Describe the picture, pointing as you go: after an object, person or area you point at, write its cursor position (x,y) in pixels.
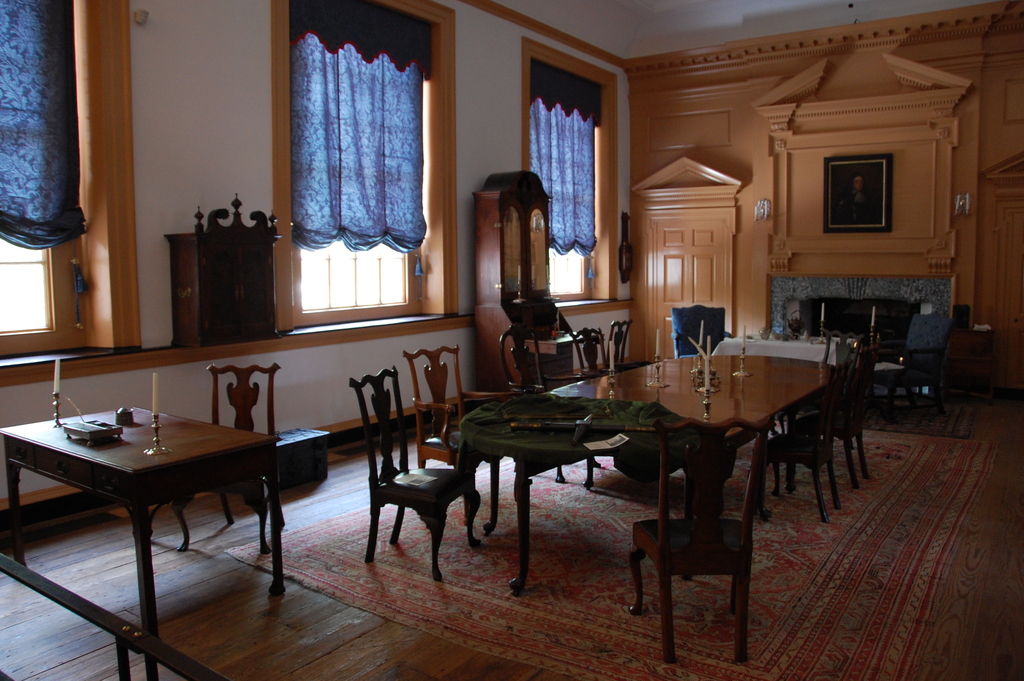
In the center of the image (491,444) there is a dining table (527,555). There is a carpet (828,594) at the bottom of the image (653,599). In the background of the image (707,86) there is a wall (753,124). There are windows (544,93). To the left side of the image (217,464) there is a table (210,447) with chair (272,379). At the top of the image (633,26) there is a ceiling (633,26).
